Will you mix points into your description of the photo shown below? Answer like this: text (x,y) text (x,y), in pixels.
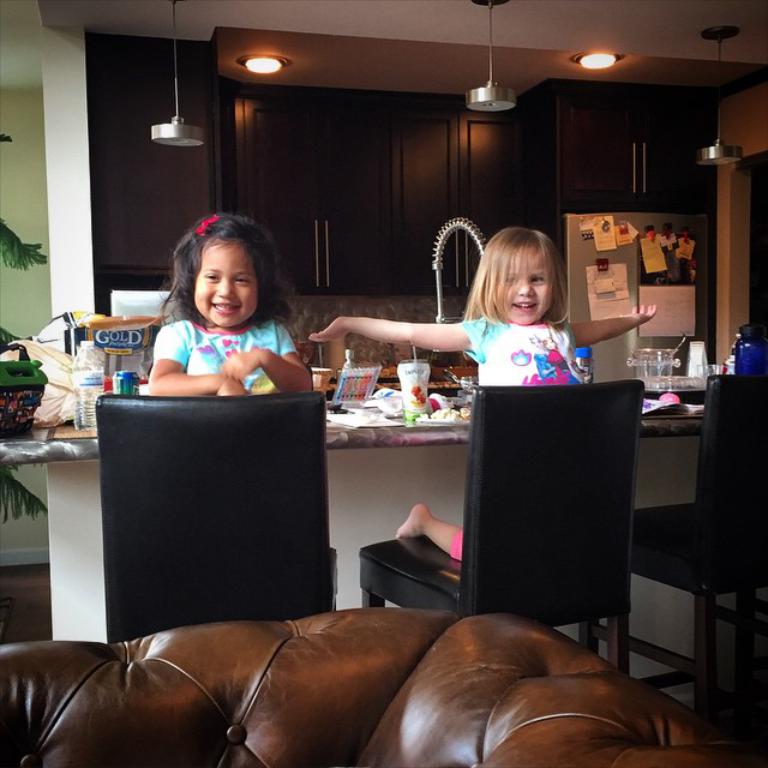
Two girls (510,329) are sitting on the chair (552,540) there is sofa (318,682) and on the table (392,432) there is glass (413,382), food (439,412), bottle (84,364) and above there are lights (185,134) and there are shelf (363,100).
